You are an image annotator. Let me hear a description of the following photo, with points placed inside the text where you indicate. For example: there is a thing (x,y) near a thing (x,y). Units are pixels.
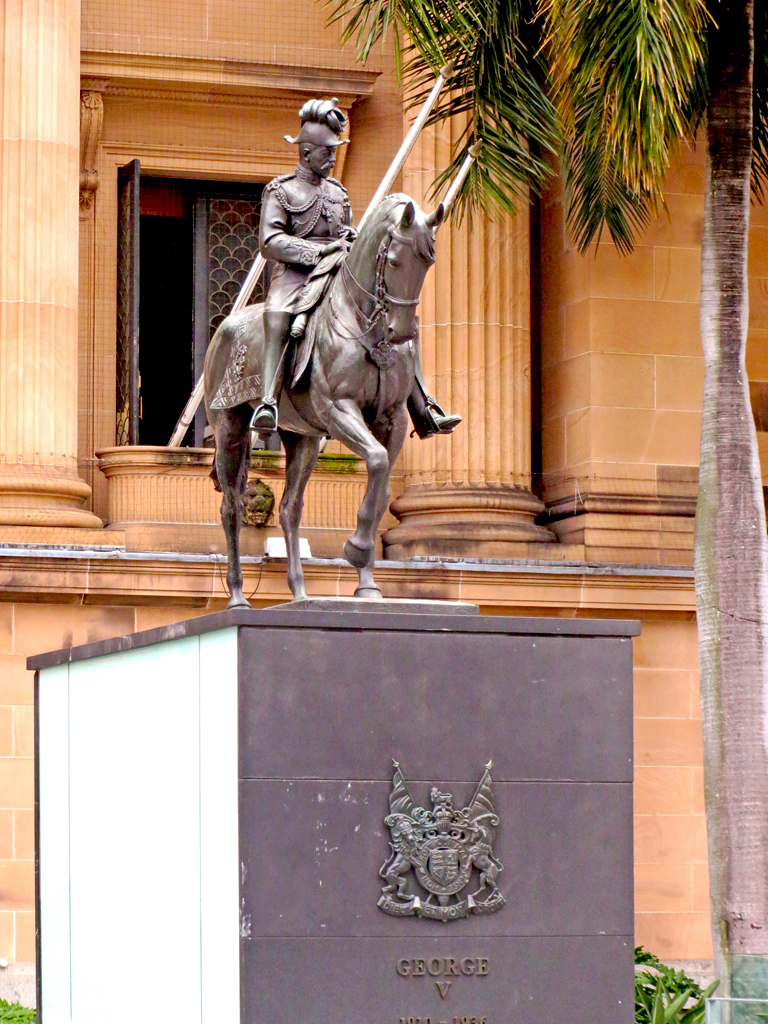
In this image, we can see the statue (288,385) of a horse (313,393) and a person (283,244), in the background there is a wall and there is a window (164,274).
